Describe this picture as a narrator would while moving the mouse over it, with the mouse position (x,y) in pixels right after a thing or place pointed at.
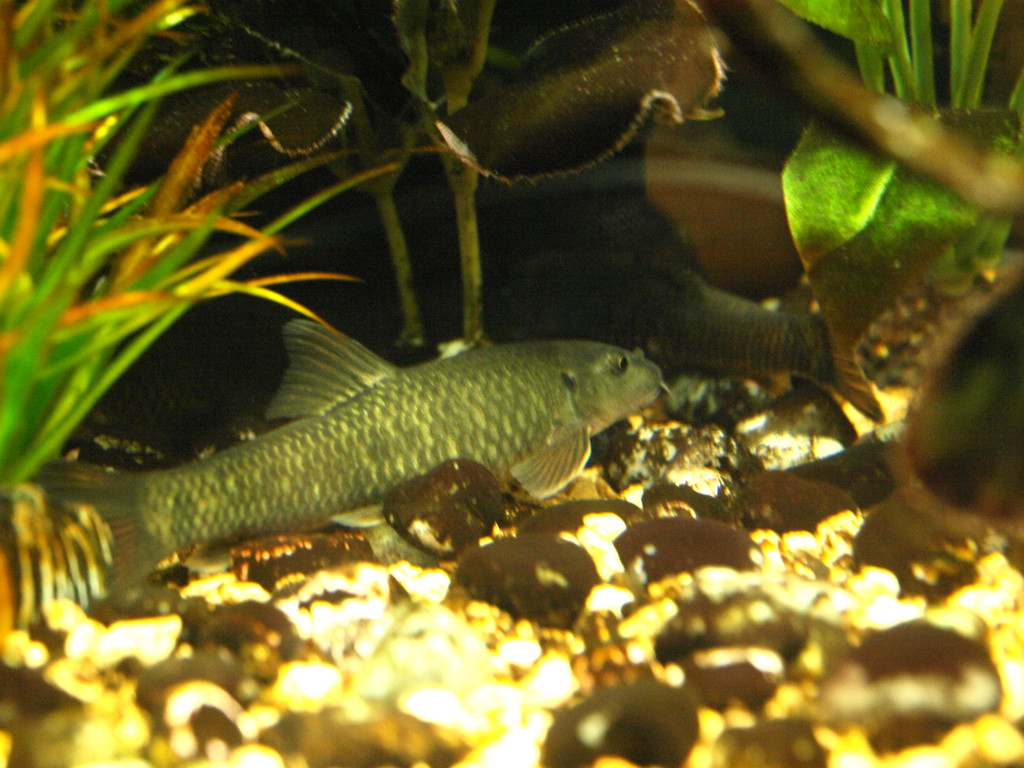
In this image we can see a fish (466,429) on the stone (545,590) and plants (249,202), grass (93,369) and shells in the water (283,201).
